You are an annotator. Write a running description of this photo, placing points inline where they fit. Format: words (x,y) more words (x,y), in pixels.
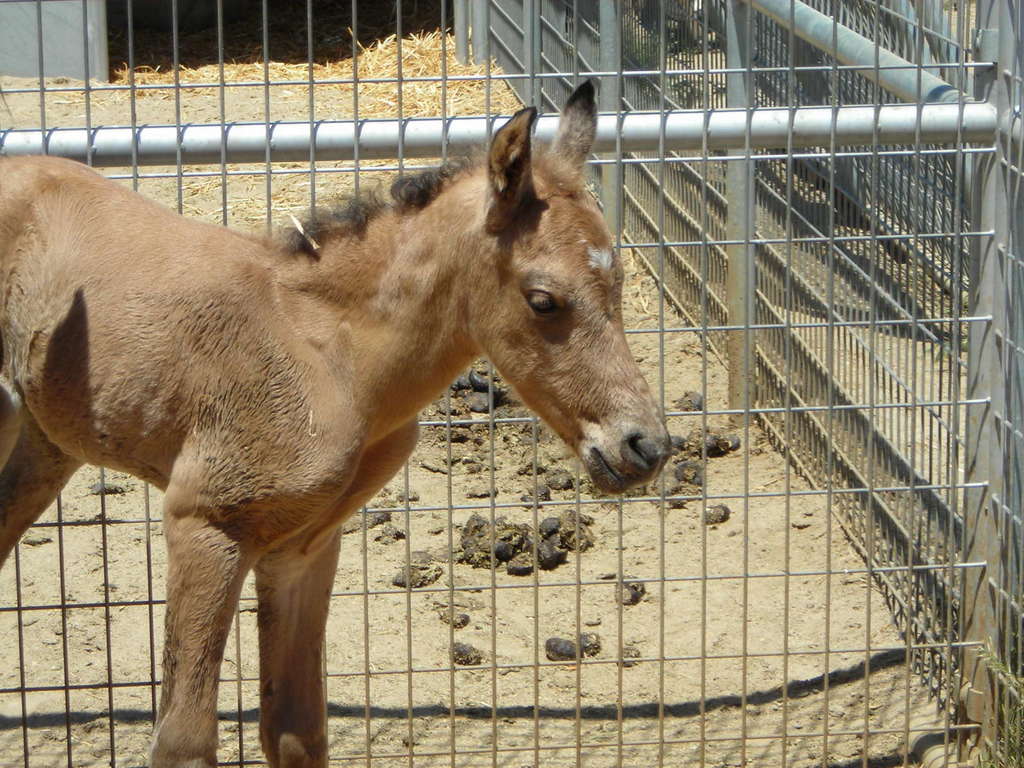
There is a horse (219,412) at the bottom of this image (272,525). We can see a mesh (426,422) and some grass (434,82) in the background (770,145).
